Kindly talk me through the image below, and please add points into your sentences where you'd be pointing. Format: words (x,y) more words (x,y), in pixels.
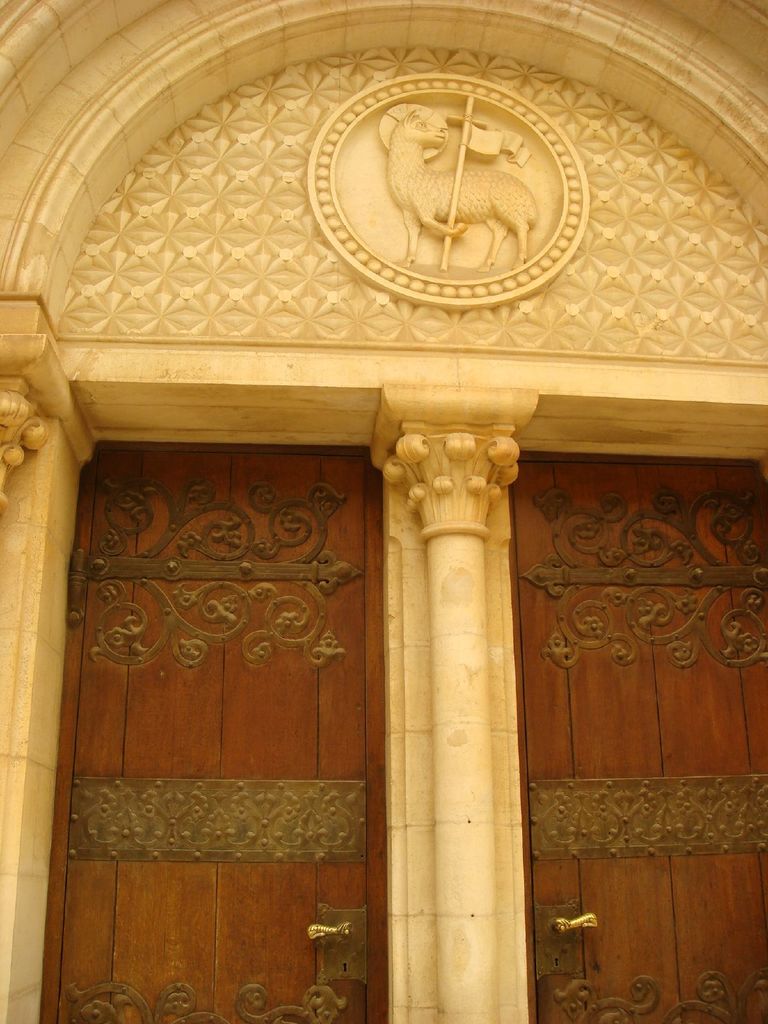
It is the entrance (336,218) of a building (316,424) and there are two doors (305,884) to enter into the building (453,714) and they are separated by a pillar (444,813).
